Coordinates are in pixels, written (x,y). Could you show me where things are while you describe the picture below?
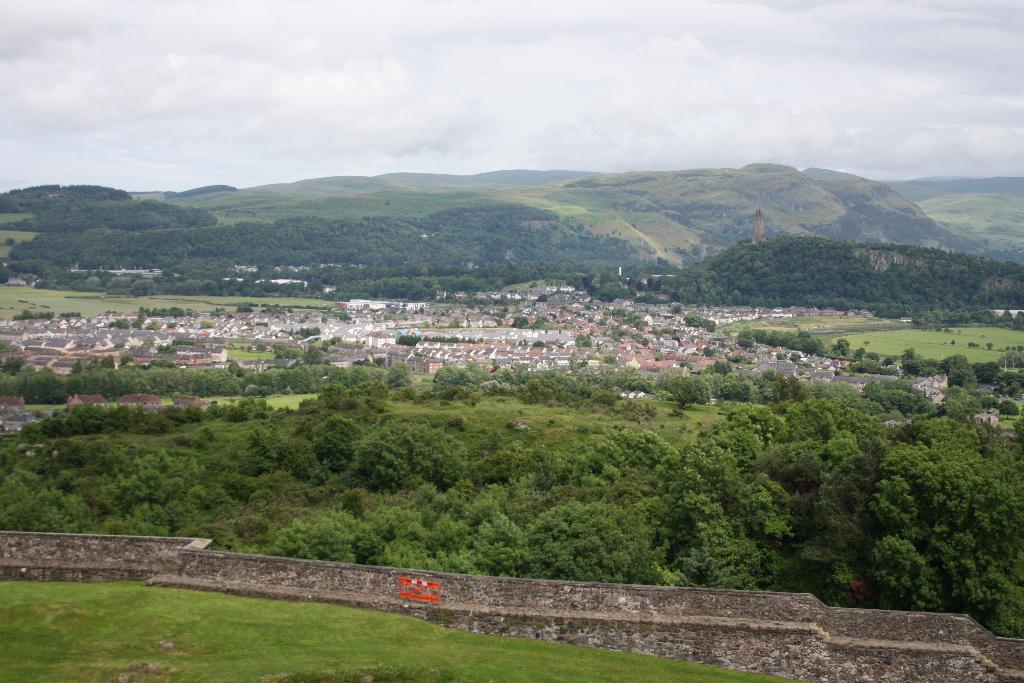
In this picture we can see walls (811,643), trees (237,533), grass (234,675), hills (823,200) and houses (439,344). In the background of the image (521,89) we can see the sky (480,74) with clouds (457,94).
